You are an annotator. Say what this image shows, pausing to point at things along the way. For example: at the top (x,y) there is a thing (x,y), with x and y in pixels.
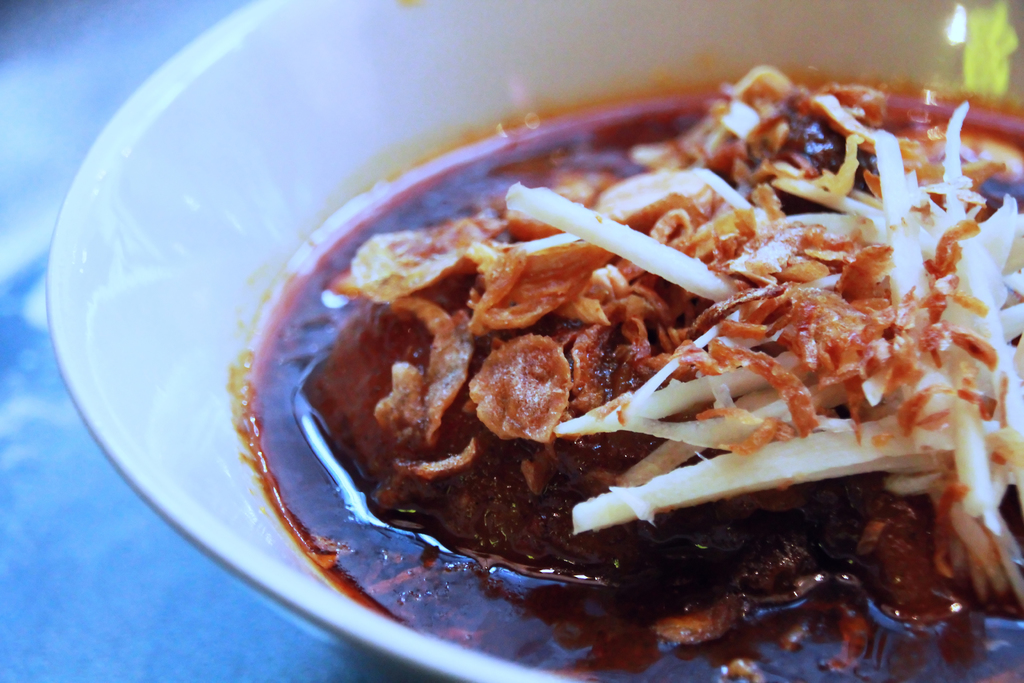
In this image we can see a bowl (228,490) which consists of food (571,345) and is placed on the table (76,539).
